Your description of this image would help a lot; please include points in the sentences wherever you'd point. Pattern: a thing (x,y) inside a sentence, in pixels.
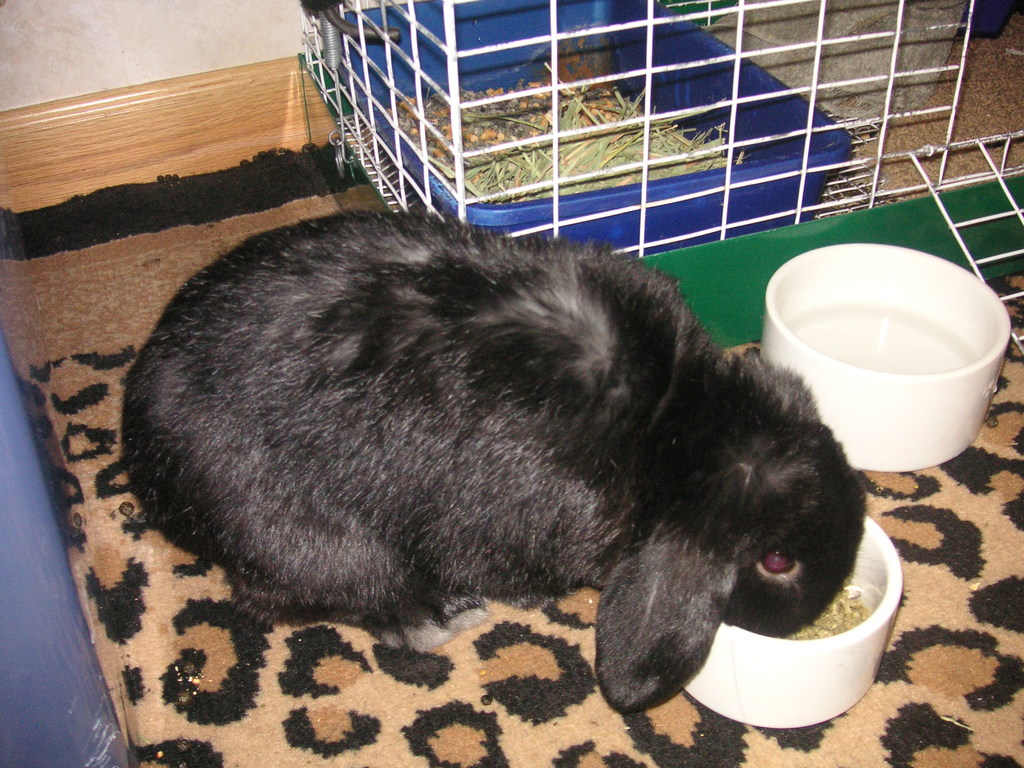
In the image there is a black rabbit (512,449) having food (808,630) in a bowl (748,641) and a carpet (851,738) and behind there is a cage (514,148) with a tray (741,177) with dry grass (683,137) inside it, in front of the wall (112,50).
